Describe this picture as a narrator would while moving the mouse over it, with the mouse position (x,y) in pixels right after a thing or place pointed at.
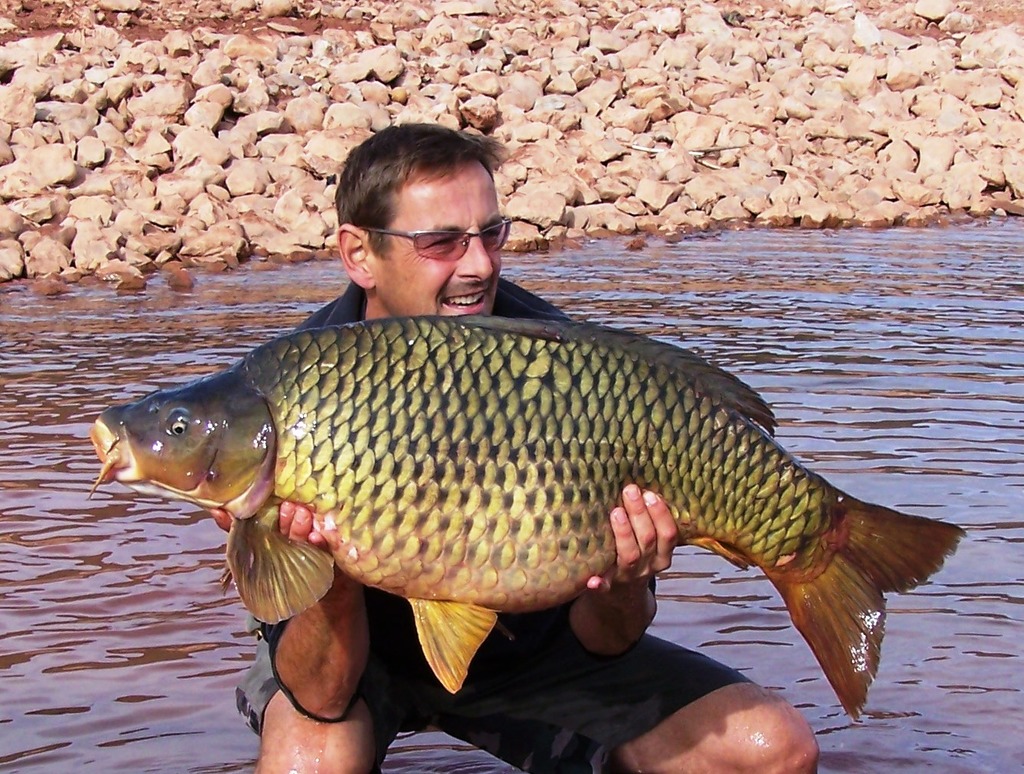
In this image there is a person (363,626) in the water (839,349) holding a fish (412,516) in his hand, behind the person (500,652) there is water (837,334) and rocks (293,181).
